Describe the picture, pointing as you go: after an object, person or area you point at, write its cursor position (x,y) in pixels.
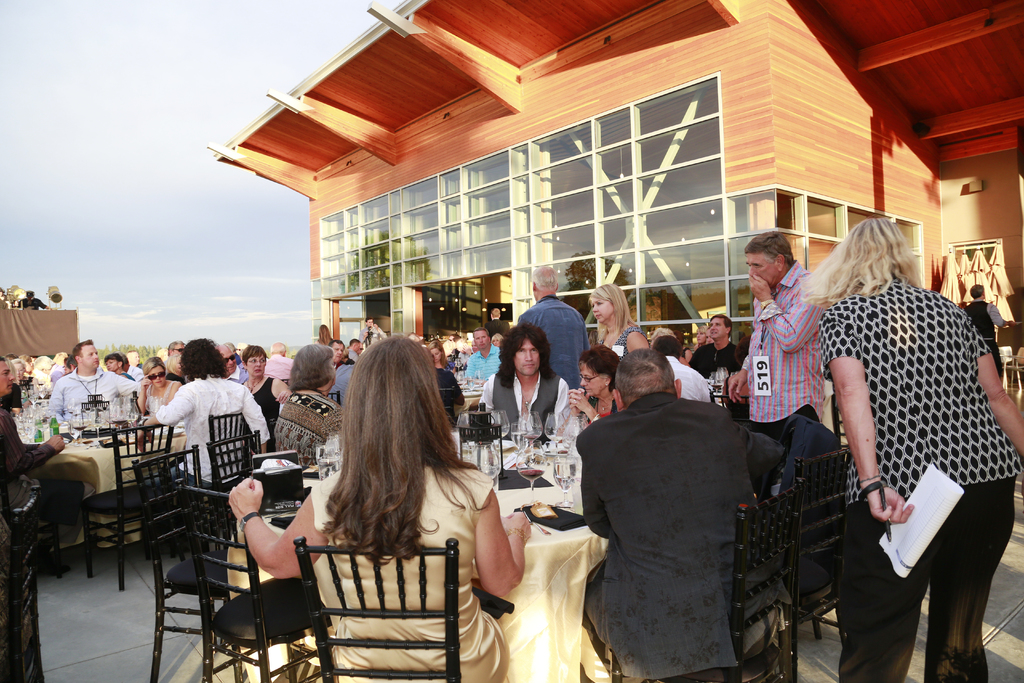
In this image there are group of persons (543,391) standing and sitting and there are tables (69,460). On the table (57,453) there are glasses (567,462), there are objects (570,514) which are black in colour. In the background (319,312) there is a building (845,196) and on the left side (44,326) there is an object (32,332) which is brown in colour and the sky (143,146) is cloudy.
